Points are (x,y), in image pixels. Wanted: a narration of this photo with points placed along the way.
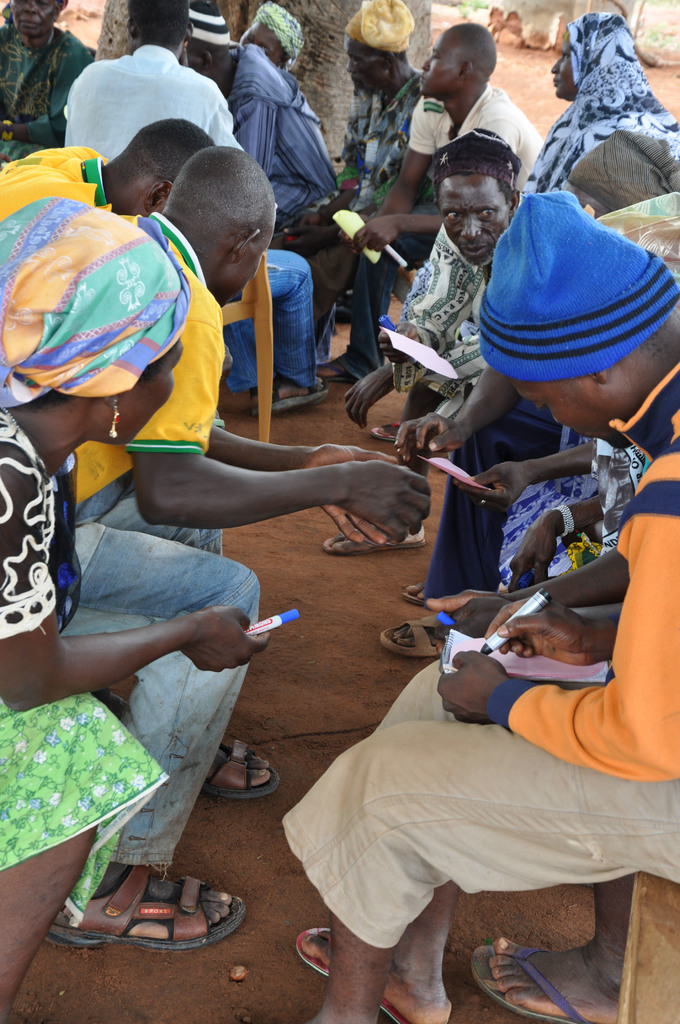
In this picture there are group of people (431,454) on the right (467,566) and left side of the image (115,339), by holding papers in their hands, there is a tree (258,4) at the top side of the image (341,86).
